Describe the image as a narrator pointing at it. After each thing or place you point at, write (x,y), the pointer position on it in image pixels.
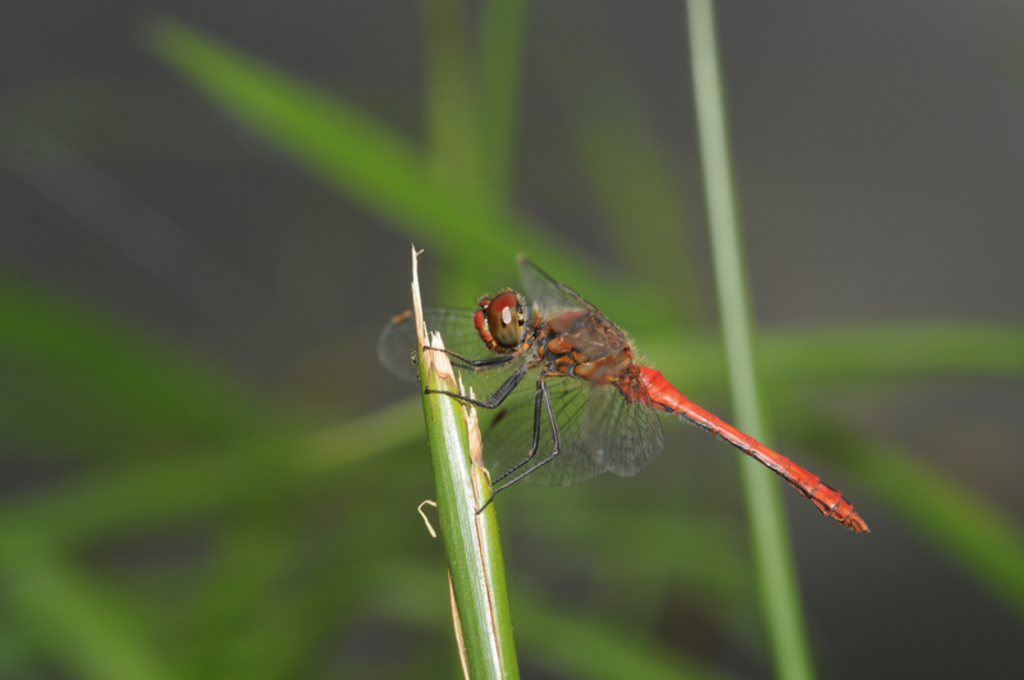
In this image I can see a dragonfly (618,378) on a leaf (466,561). In the background (204,448), I can see some more leaves (235,485). The background (210,296) is blurred.
